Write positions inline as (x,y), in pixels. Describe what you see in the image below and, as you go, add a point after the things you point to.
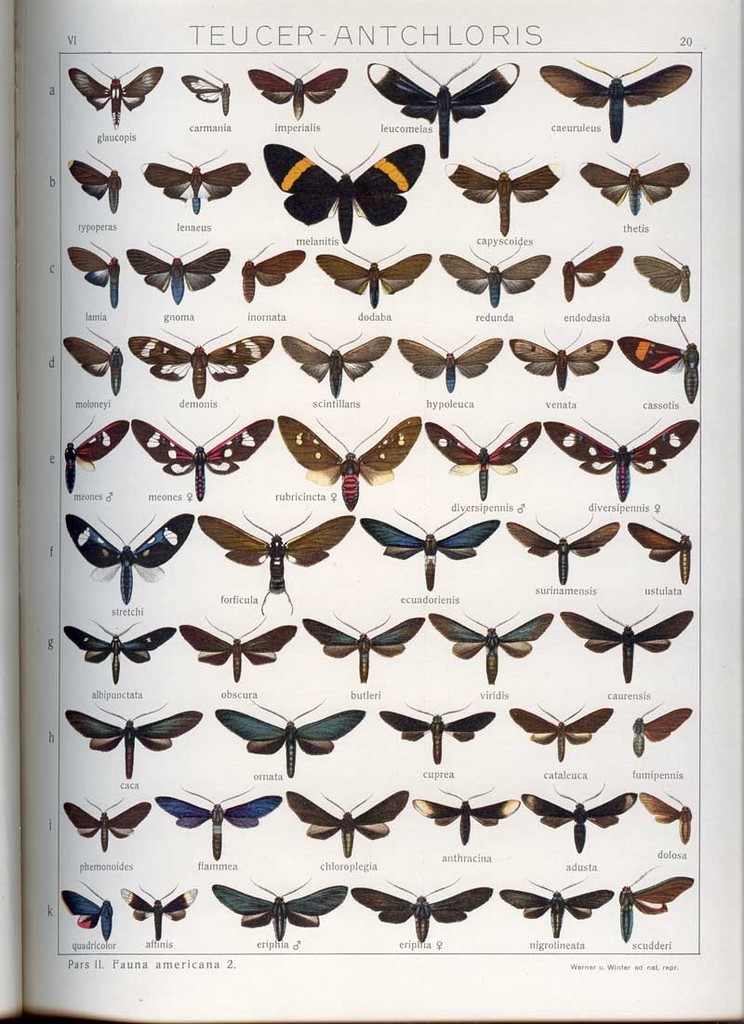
In this image there is a book (56,927) and in the book (53,70) there is a page (82,22) with many images (431,910) of butterflies (149,86) on it and there is a text (583,867) on it.
